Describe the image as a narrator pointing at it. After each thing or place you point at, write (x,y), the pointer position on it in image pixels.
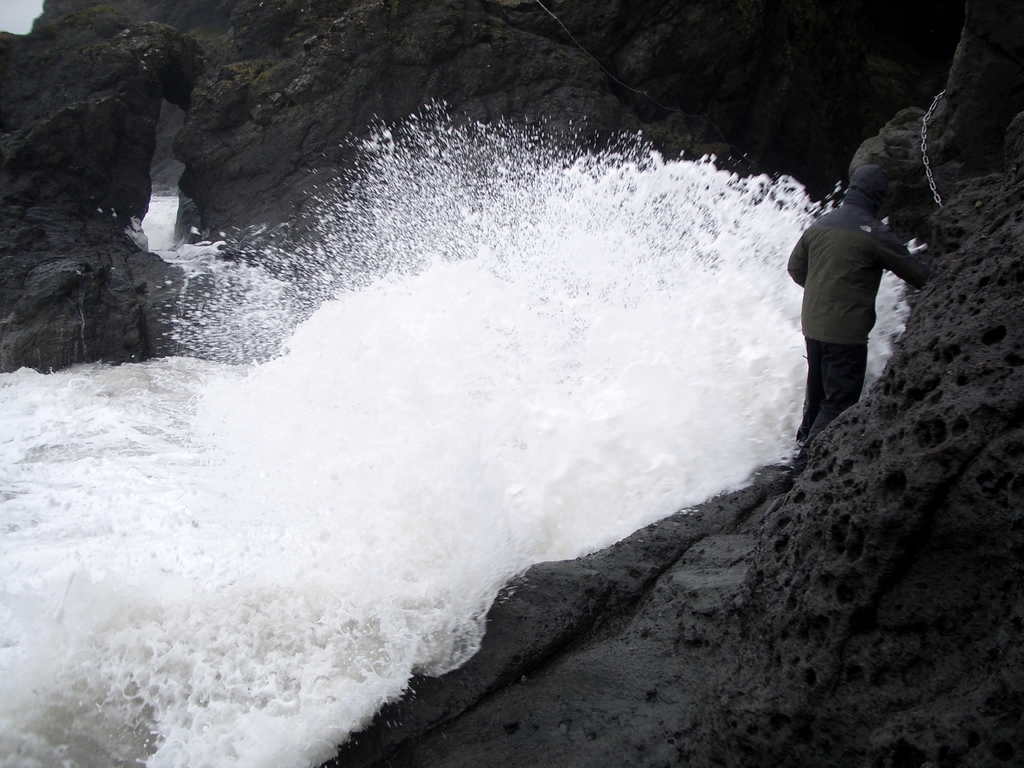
In this image we can see water (461,445), stones (57,60). There is a person (817,425) standing wearing a jacket (845,321).
